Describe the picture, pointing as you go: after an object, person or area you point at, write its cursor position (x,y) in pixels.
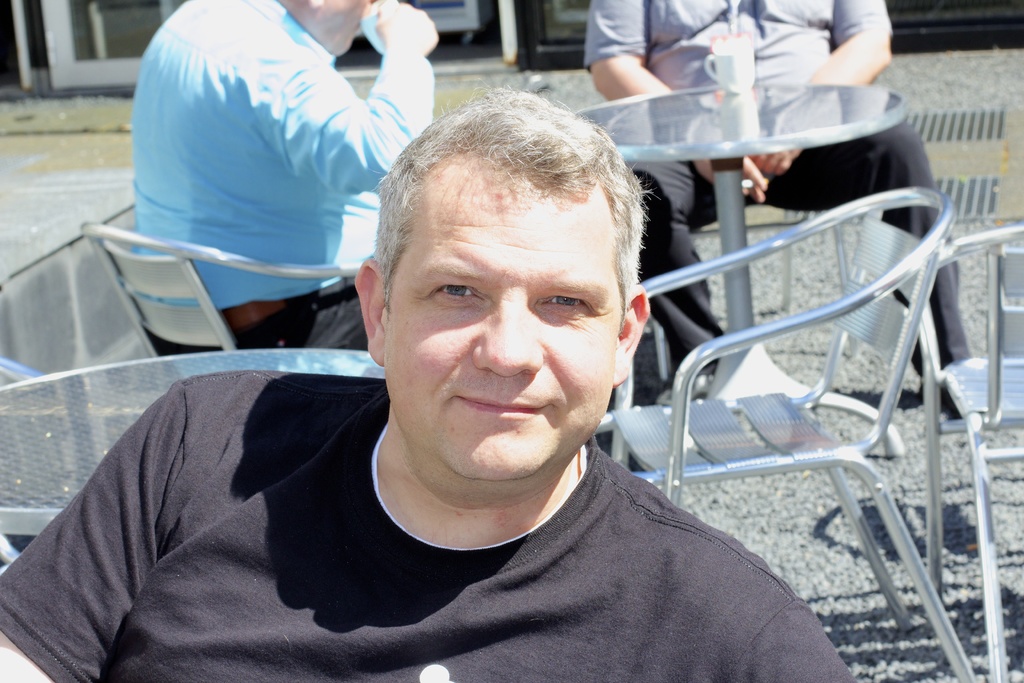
In this image in front (165,623) there is a person (372,518) sitting on the chair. Behind him there are two other people (359,217) sitting on the chairs (191,266). In front of them there is a table (735,144) and on top of it there is a cup (748,62). In the background of the image (51,55) there is a building (976,28).
